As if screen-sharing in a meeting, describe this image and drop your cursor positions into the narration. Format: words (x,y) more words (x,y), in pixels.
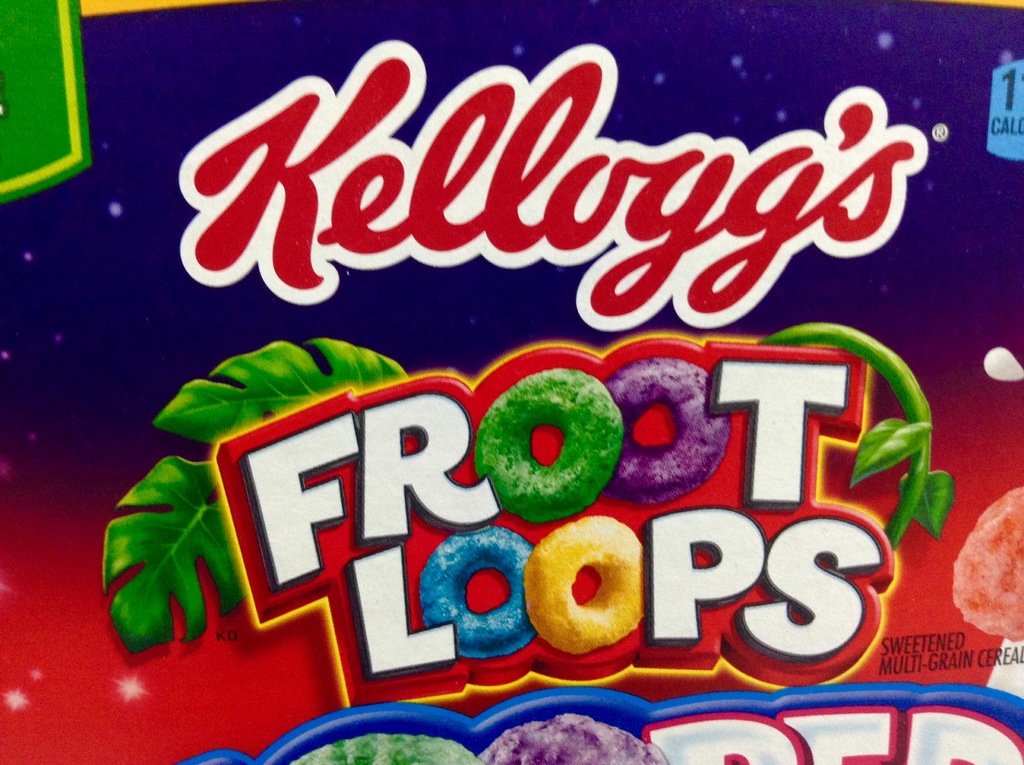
In this image I can see the box (167,637). On the box (211,168) I can see the name Kellogg's fruit loops (511,223) is written and the box (229,549) is colorful.
